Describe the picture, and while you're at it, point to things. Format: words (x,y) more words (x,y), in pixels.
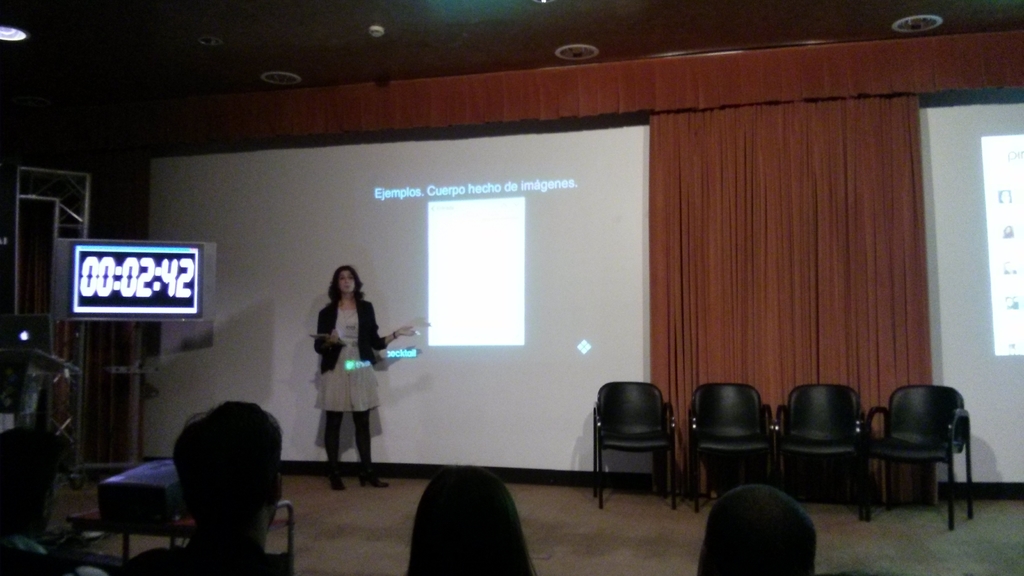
In the center of the image (358,331), we can see a lady (348,353) standing and in the background (467,186), we can see screens (464,206) and we can see some text (409,192) written and there are chairs (637,387), digital timer (102,307) and some other objects (74,470). At the top (688,102), there are lights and we can see a curtain (779,270). At the bottom (601,524), there is floor (595,547) and we can see some people (498,510).
